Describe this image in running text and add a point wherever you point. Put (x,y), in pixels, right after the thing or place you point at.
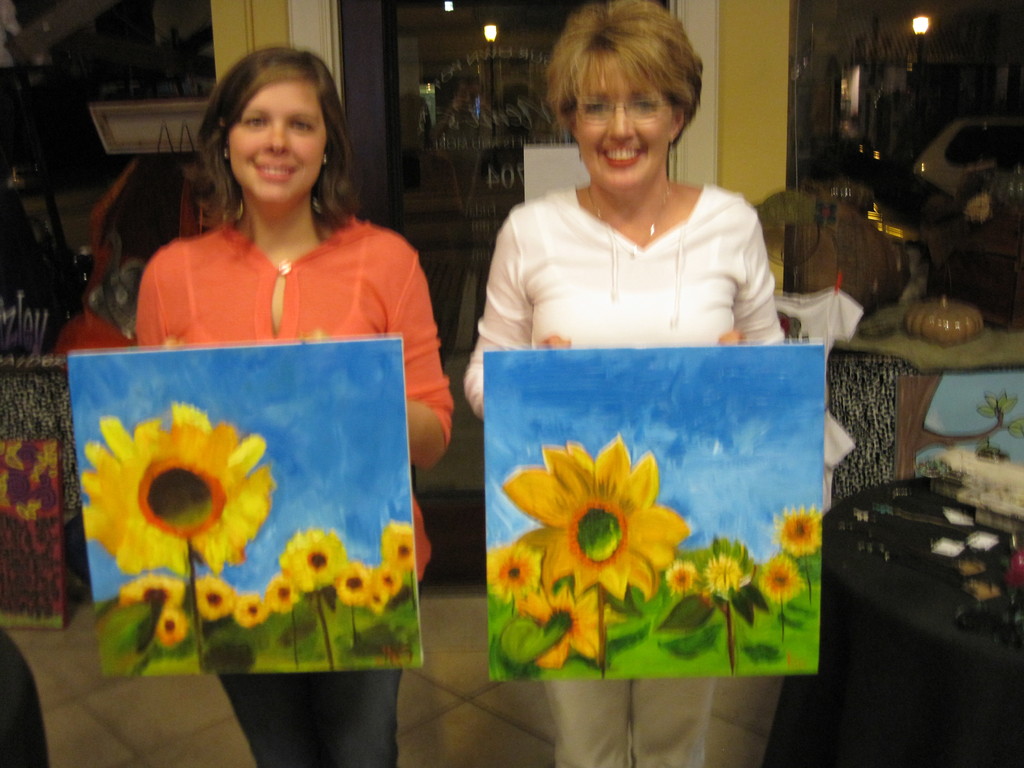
In this picture we can see two women (433,456), they are holding posters (548,446) and in the background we can see a table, lights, floor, pillars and some objects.
